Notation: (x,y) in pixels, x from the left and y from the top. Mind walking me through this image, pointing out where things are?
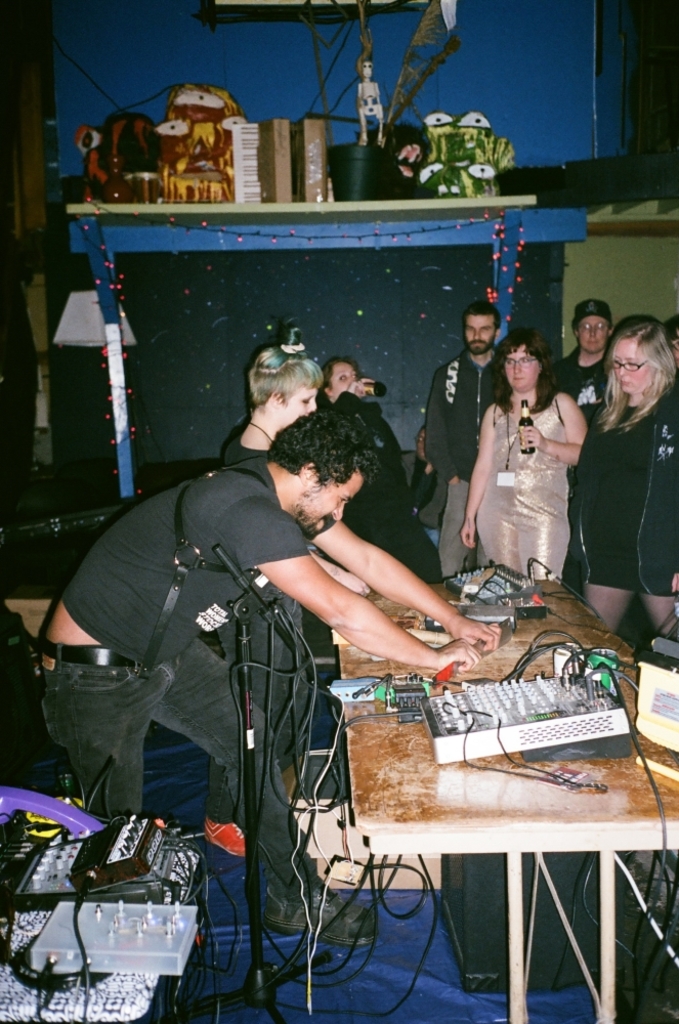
There are few people (314,454) standing. This is the table (449,802) with few electronic devices (505,712). These are the objects (188,150) placed at the desk (391,202). Here I can see another two devices (127,912) placed on the table (151,986). Two people (361,400) are holding bottles (528,451) in their hands (536,434). Background (132,53) I can see a blue color wall (143,59).
